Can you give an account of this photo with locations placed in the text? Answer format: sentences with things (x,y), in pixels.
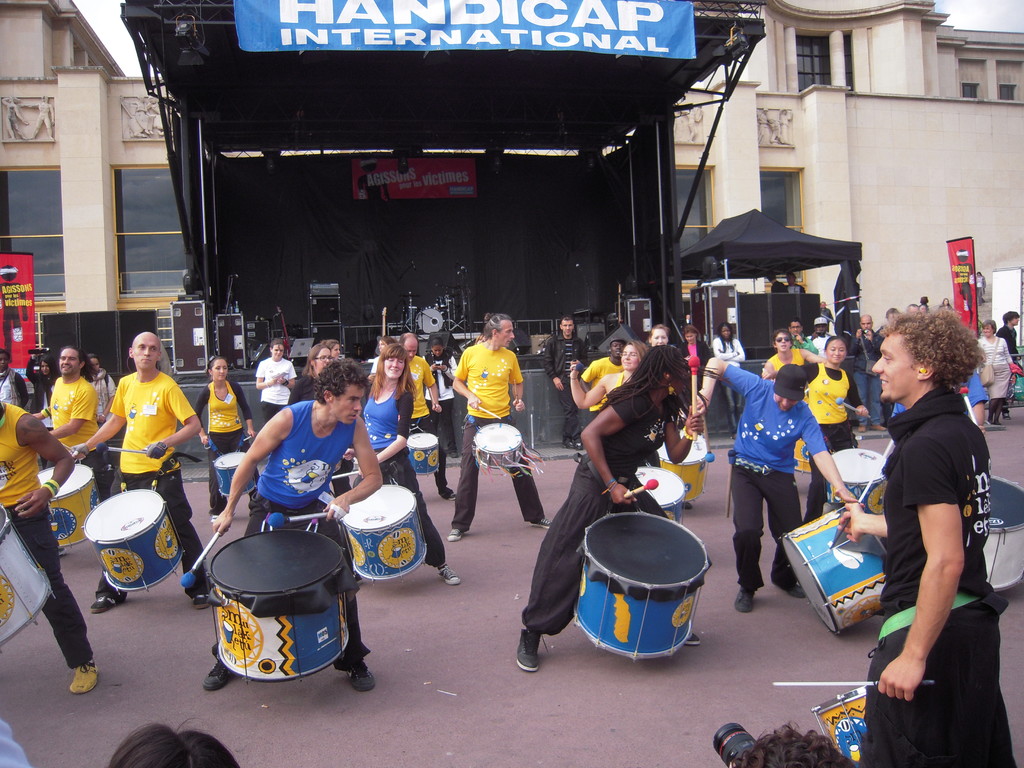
There are group of people (648,431) playing drums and there are people (869,325) standing behind them and there is a building (791,126) in the background (108,194).
